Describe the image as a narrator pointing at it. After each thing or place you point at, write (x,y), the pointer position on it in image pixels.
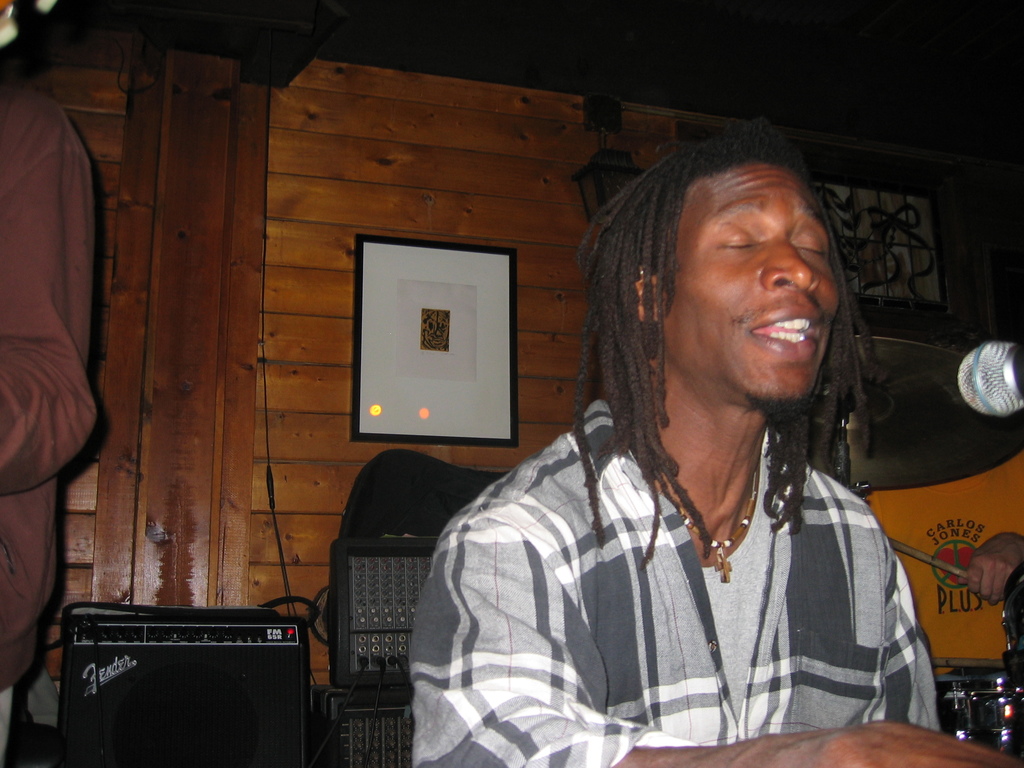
In this picture we see a man (666,562) sitting in a wooden room (323,540) and singing before a mike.
